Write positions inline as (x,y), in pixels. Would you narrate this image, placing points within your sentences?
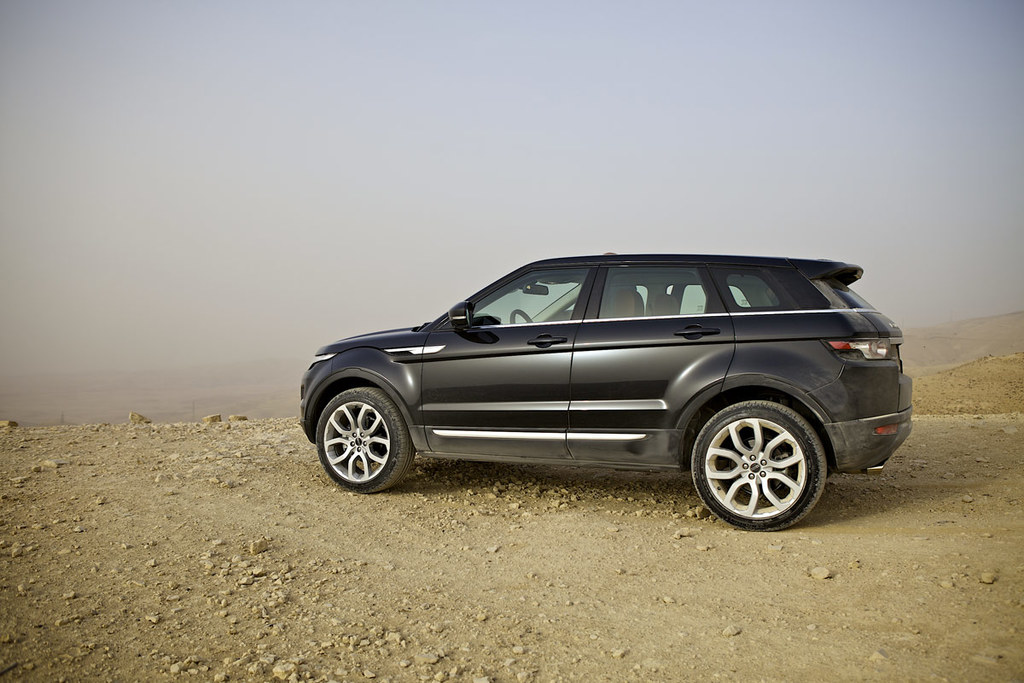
In this image we can see the mountains (983,384), one black car (535,361) on the ground (466,517), some rocks (533,477) on the ground (525,511), some sand (948,450) on the ground (449,502) and at the top (393,31) there is the sky (956,53).
